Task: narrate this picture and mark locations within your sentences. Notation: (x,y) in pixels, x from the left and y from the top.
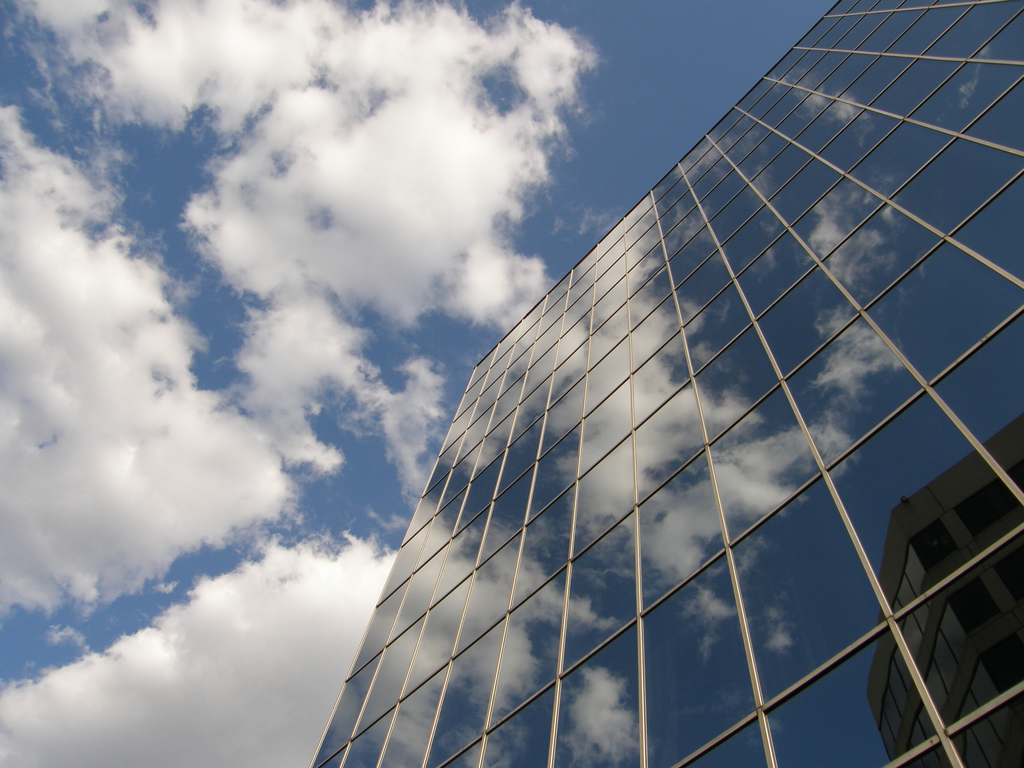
In this picture we can see the view of a tall building (709,558) made of glass (571,473) from the bottom. The sky (376,316) is blue.
